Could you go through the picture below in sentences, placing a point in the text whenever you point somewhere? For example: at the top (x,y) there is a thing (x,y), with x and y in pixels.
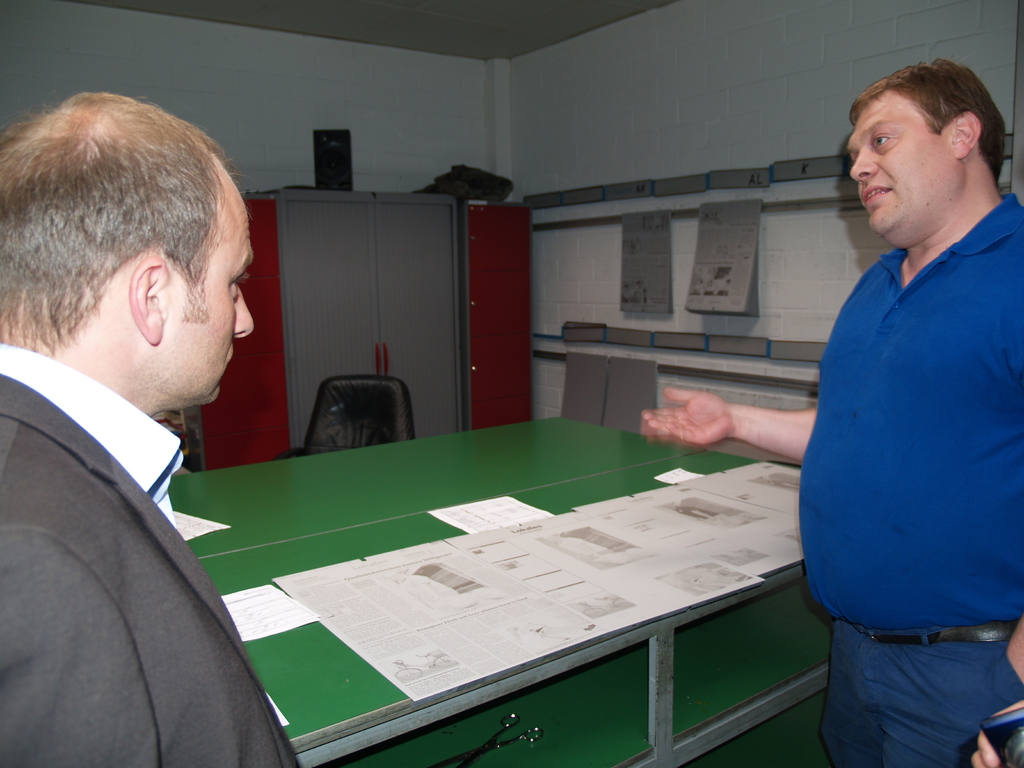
In this image I see 2 men (17,154) who are standing and there is a table (233,587) in front of them, on which there are papers (743,524) and I see a chair (347,377) over here. In the background (418,394) I see the wall (29,46) and a cabinet (234,376) over here.
